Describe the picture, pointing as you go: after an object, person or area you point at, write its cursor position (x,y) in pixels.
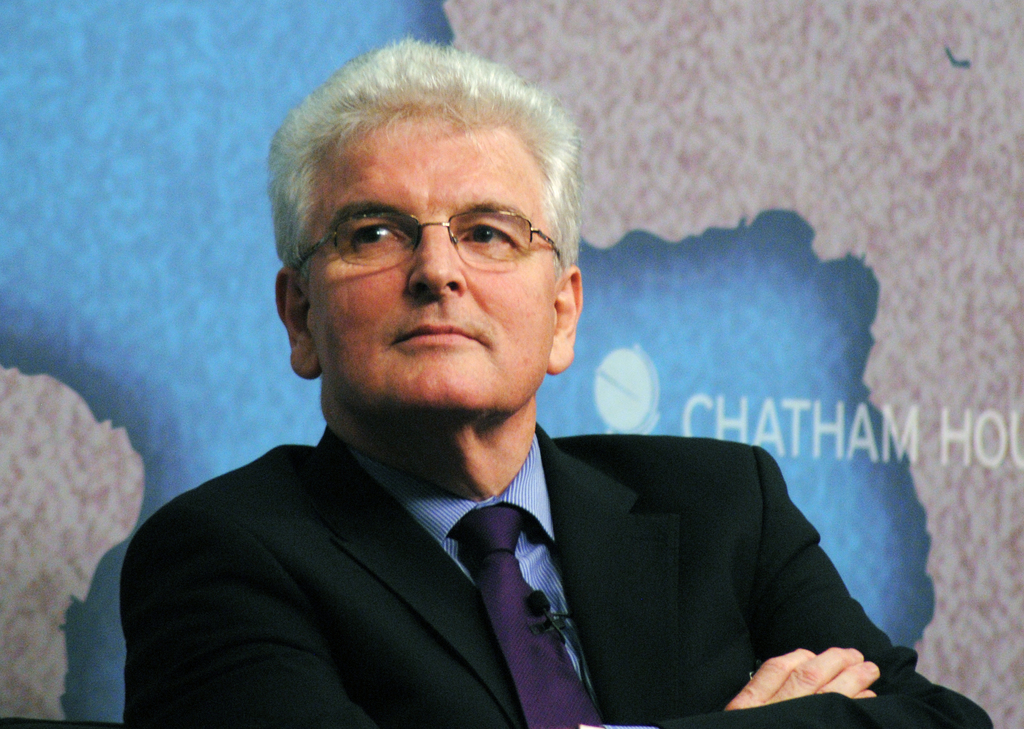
In this picture we can see a man (353,719) wore a spectacle (467,223), blazer (458,596), tie (533,693) and not smiling and at the back of him we can see a poster (128,92).
